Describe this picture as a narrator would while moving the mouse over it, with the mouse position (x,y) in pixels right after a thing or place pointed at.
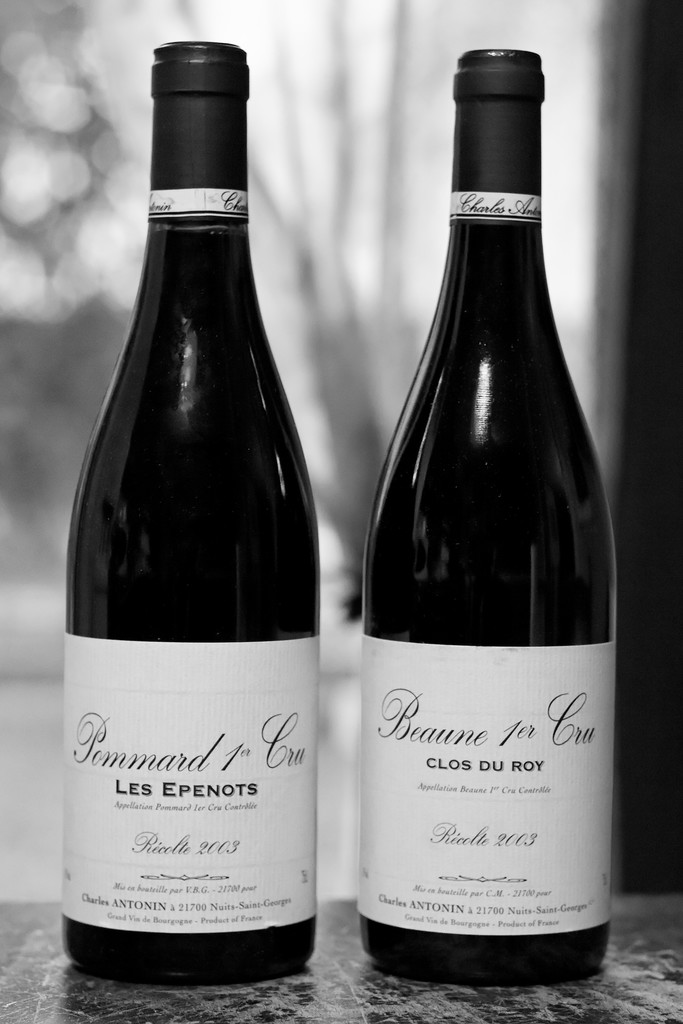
In this image we can see two bottles (312,707) on the surface (106,995). We can see labels (243,740) on the bottles (467,795) with some text (400,717). The background (133,21) is blurry.
